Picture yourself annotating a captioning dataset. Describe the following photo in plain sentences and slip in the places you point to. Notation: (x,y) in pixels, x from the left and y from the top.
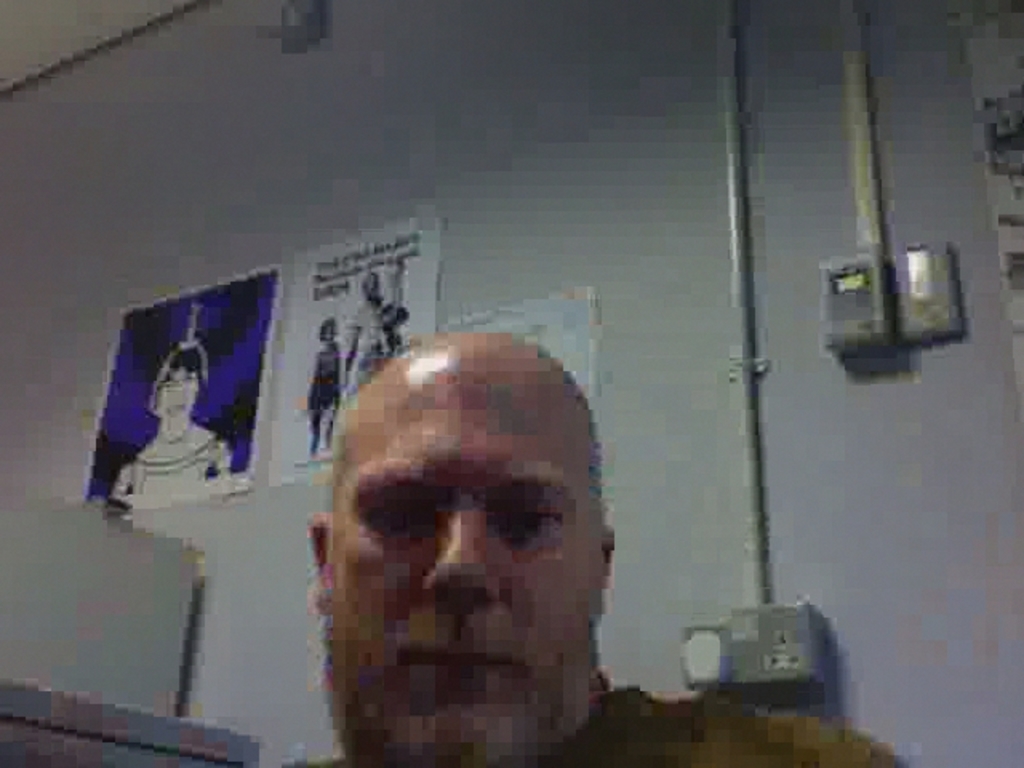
In this image we can see a man (449,690). Behind white color wall (441,136) is there and posters (271,297) are attached to the wall (657,315). Right side of the image (777,629) switch board (777,629) and pipes (745,317) are there.
